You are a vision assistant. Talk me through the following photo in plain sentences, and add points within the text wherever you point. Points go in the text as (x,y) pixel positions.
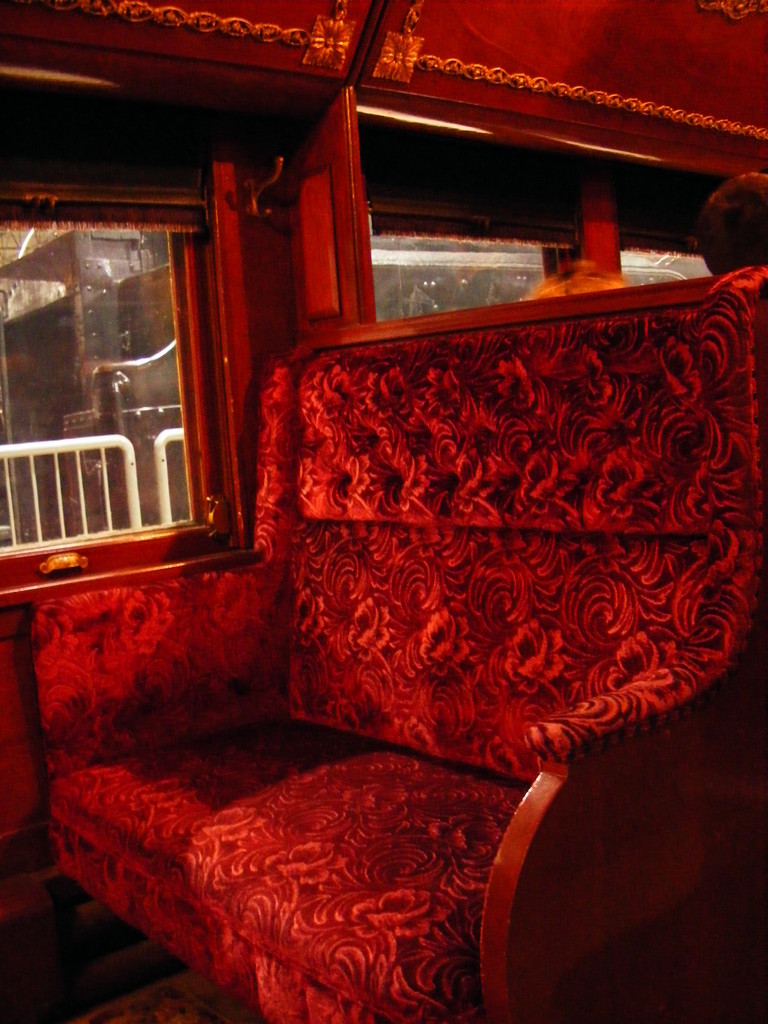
In this picture we can see a sofa (251,624) which is red in color. These are the windows (409,284).
